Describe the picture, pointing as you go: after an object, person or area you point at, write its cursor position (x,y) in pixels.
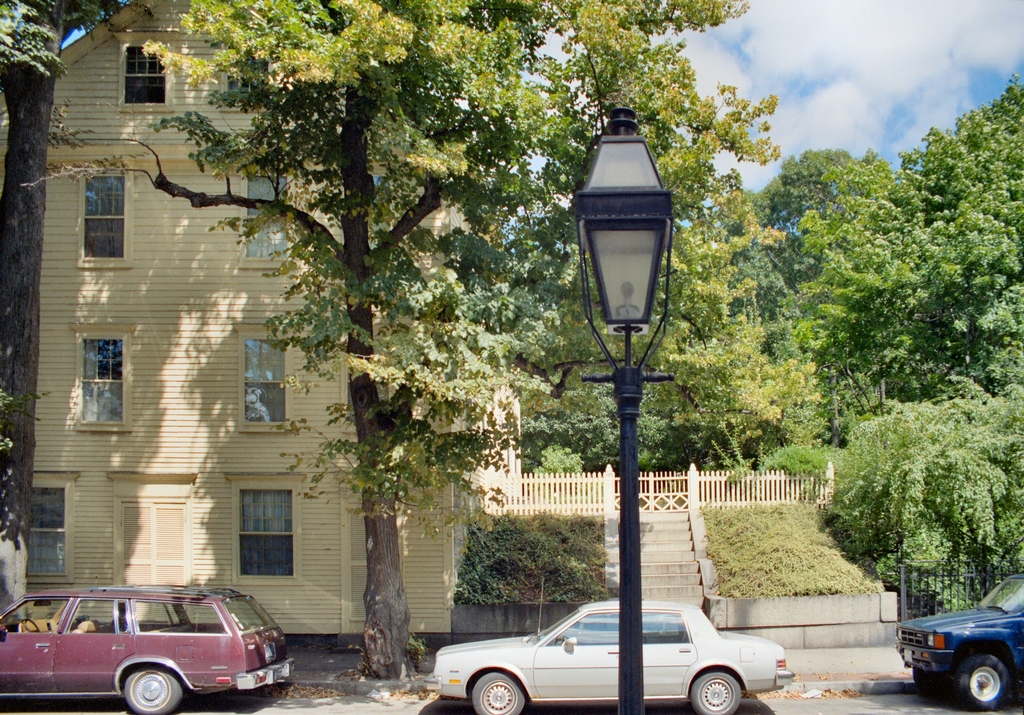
In front of the image there is a pole (624,403) with lamp (634,204). Behind the pole (623,635) there are three cars (438,677) on the road (649,704). Behind the road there is a footpath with trees (388,553). Behind the trees (390,104) on the left side (147,433) there is a building (177,204) with walls (178,384), windows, roofs (118,19) and a door (133,531). Beside the building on the right side (789,488) there is fencing (653,479) with a gate (680,479). In front of the fencing (545,479) there are steps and also there is grass (476,563) on the ground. Behind the fencing (527,479) there are many trees (769,105).
